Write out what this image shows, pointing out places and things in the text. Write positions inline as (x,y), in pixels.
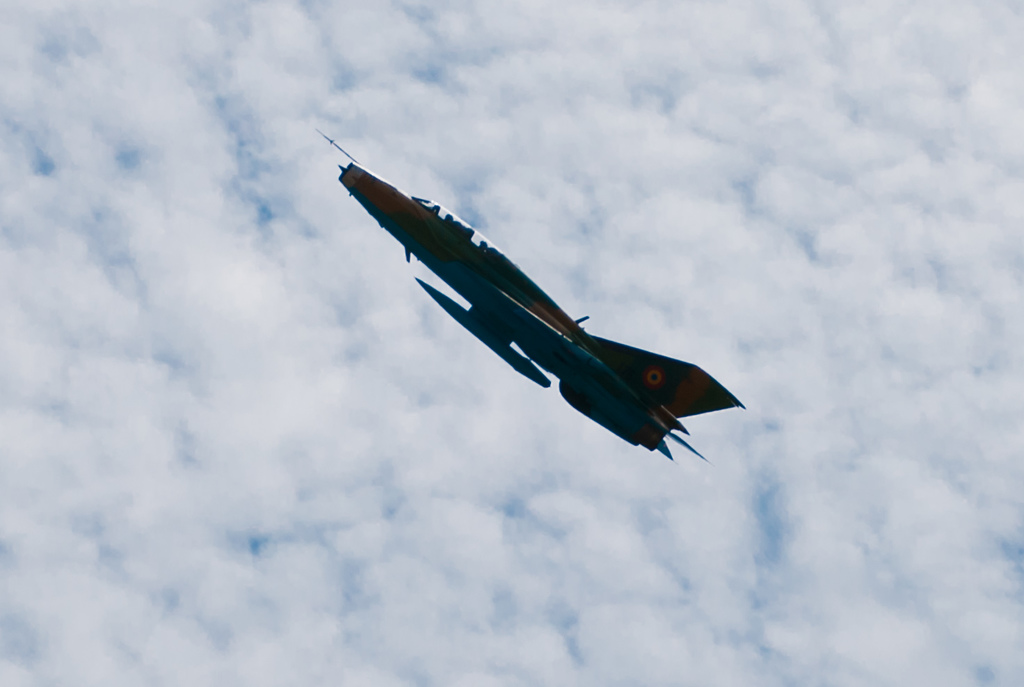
In this image we can see a plane (651,445) is flying in the air (698,176). In the background (397,488) there is sky (434,551) with clouds (341,627).
